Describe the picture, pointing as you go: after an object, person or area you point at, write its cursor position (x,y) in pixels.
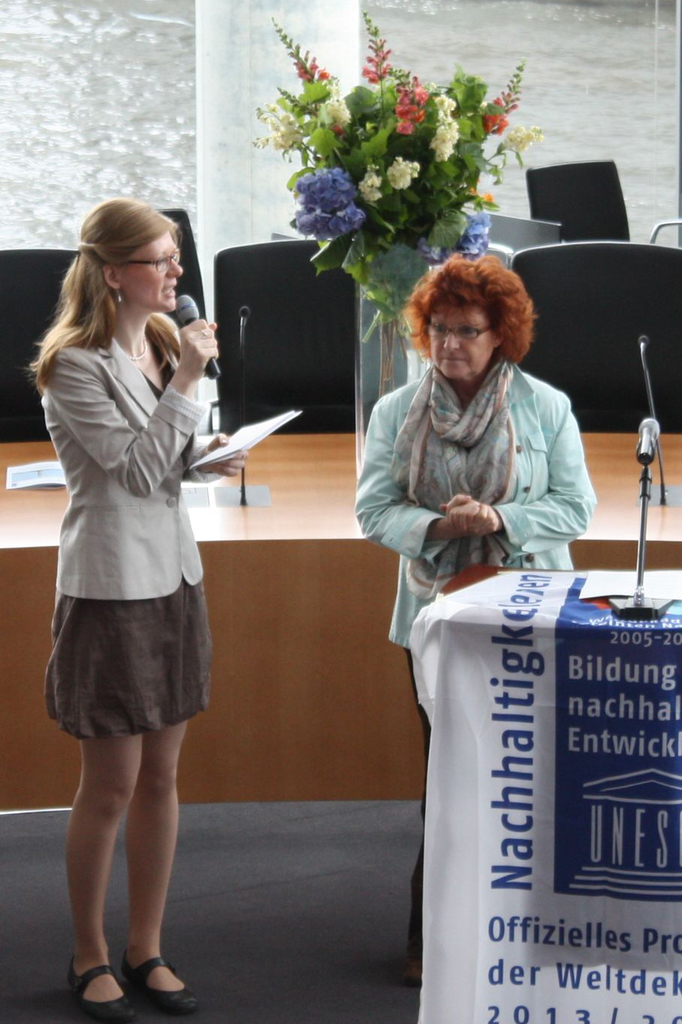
In this image, two women (63,621) are standing near the table (513,652). Few items (578,628) are placed on it. Left side (224,461), woman (199,328) is holding book (252,433) and microphone (189,310). In the background (308,273), we can see so many chairs (332,301), desk (347,477), flower vase (347,195) and wall (234,82).
